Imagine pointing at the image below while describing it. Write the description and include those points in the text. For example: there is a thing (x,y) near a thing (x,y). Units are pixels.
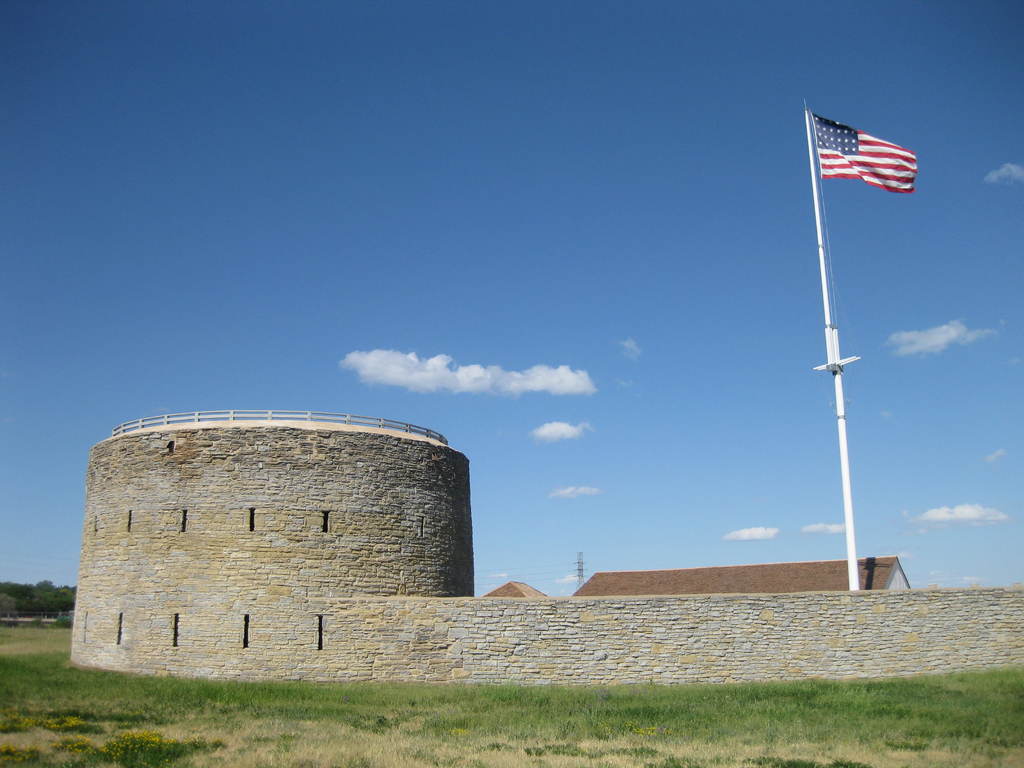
In the image there is a castle (330,597) in the front (610,660) with a flag (840,148) on the right side (845,132) and a home (871,582) behind it on the grassland (217,724) and above its sky (439,356) with clouds (516,377).
